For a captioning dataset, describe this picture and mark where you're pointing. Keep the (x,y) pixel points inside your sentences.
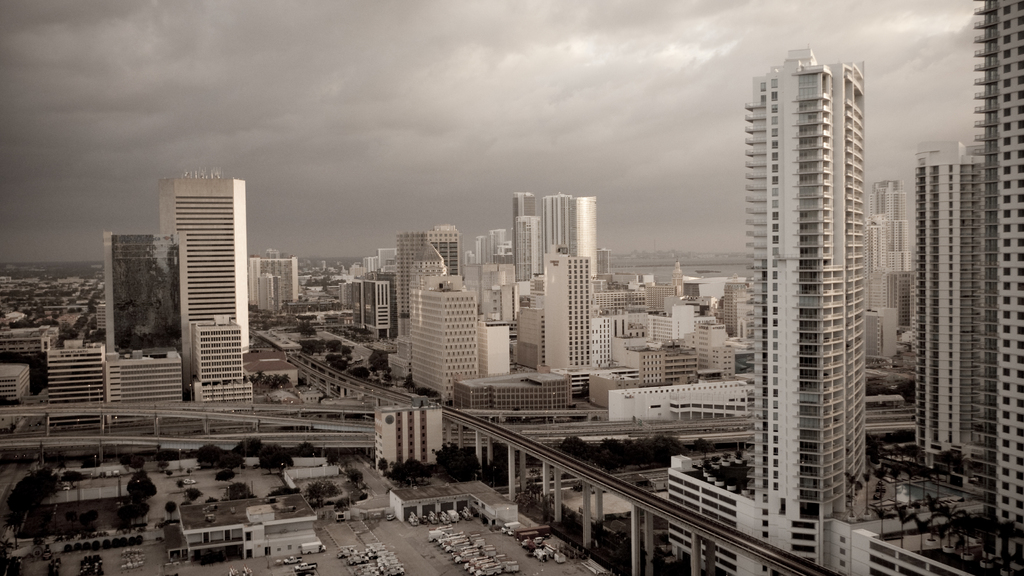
This is a black and white image. In this image we can see sky (317,86) with clouds (522,86), buildings (539,217), skyscrapers (581,211), poles (481,441), trees (560,448), roads (239,417) and motor vehicles (310,545) on the floor (397,529).
